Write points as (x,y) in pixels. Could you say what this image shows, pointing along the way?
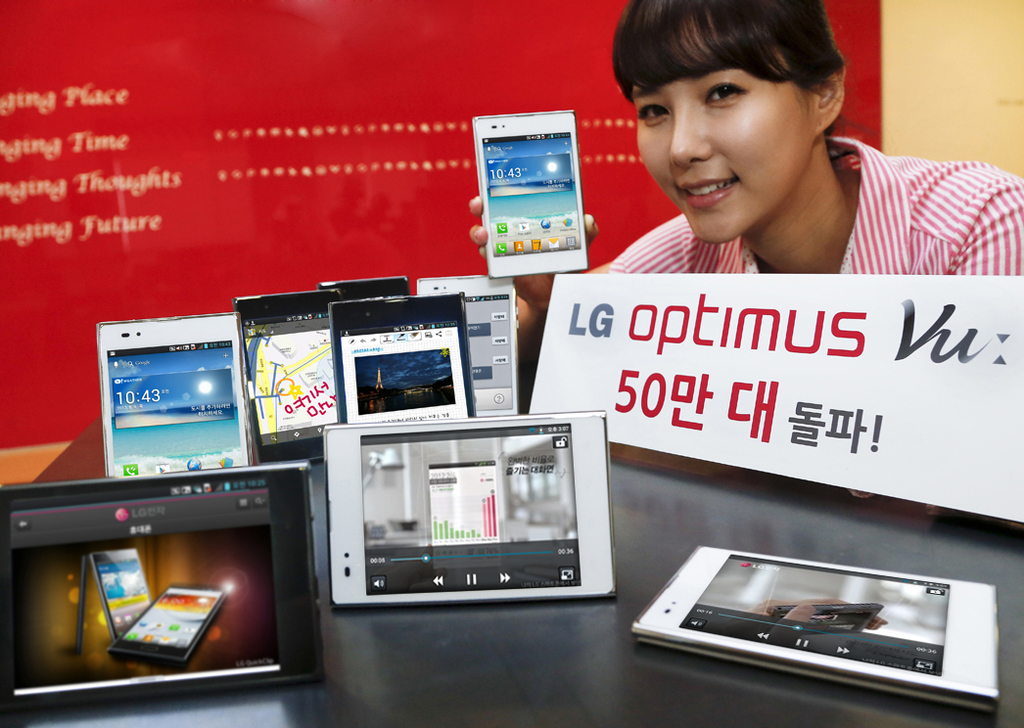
In this image I can see many mobiles (409,514) and a board (682,435). To the right (756,209) there is a person (761,149) smiling and holding a mobile (521,195). In the background (155,108) there is a banner (195,159).
